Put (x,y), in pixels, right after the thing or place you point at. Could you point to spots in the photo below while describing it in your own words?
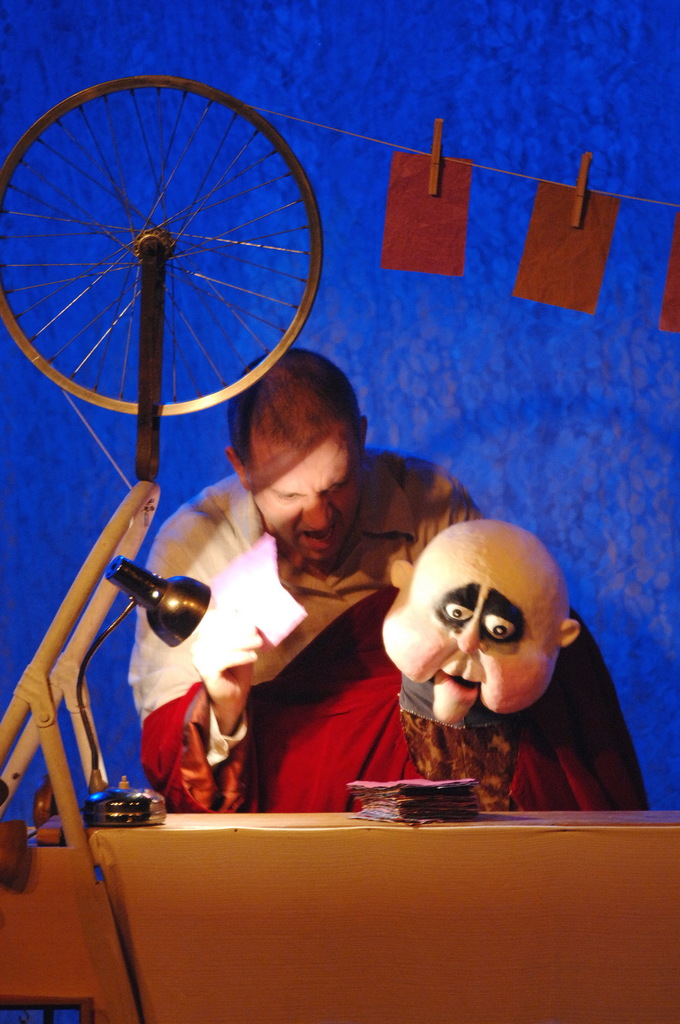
In this image I can see a person (376,565) is holding something. In front (541,668) I can see a toy (356,676), wheel (162,229), light (161,614), bell (149,817) and few objects (418,814) on the table (502,820). Back I can see few brown boards (538,241) attached to the rope (492,170) and a blue background (521,92).
